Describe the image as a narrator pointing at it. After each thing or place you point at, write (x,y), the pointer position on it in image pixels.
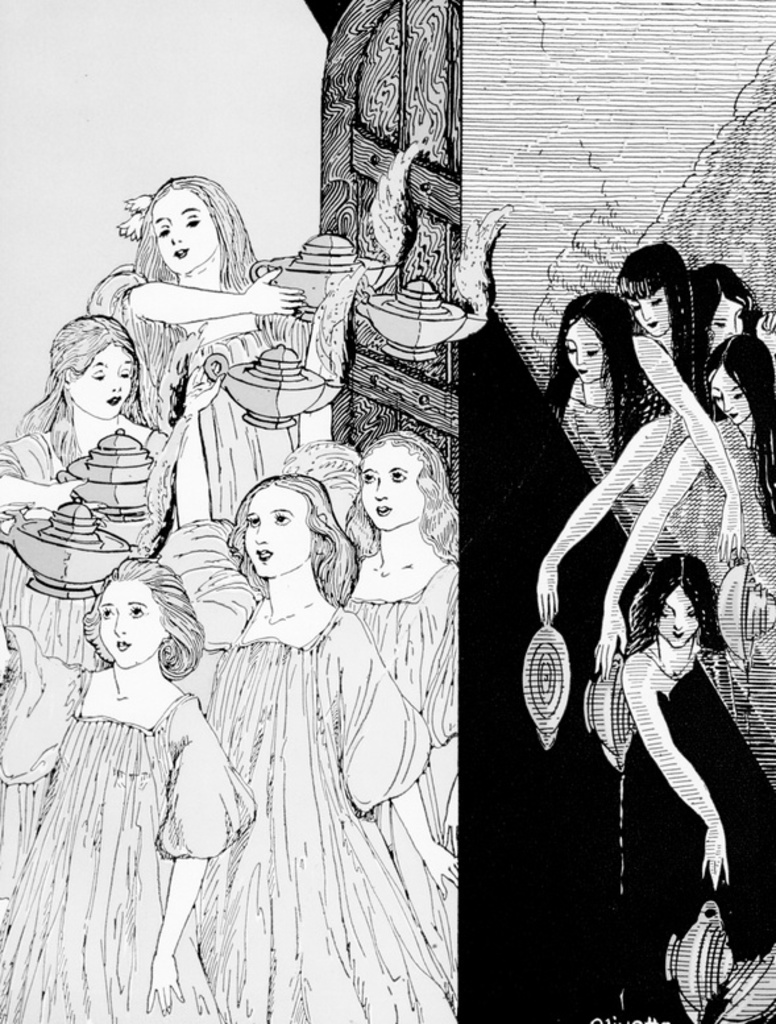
This is an animated image in this image on the left side (228,542) there are a group of women (157,635) who are standing and some of them are holding some pots (77,504), on the right side (619,348) there are some women (683,567) who are standing and they are also holding some pots (624,727).
